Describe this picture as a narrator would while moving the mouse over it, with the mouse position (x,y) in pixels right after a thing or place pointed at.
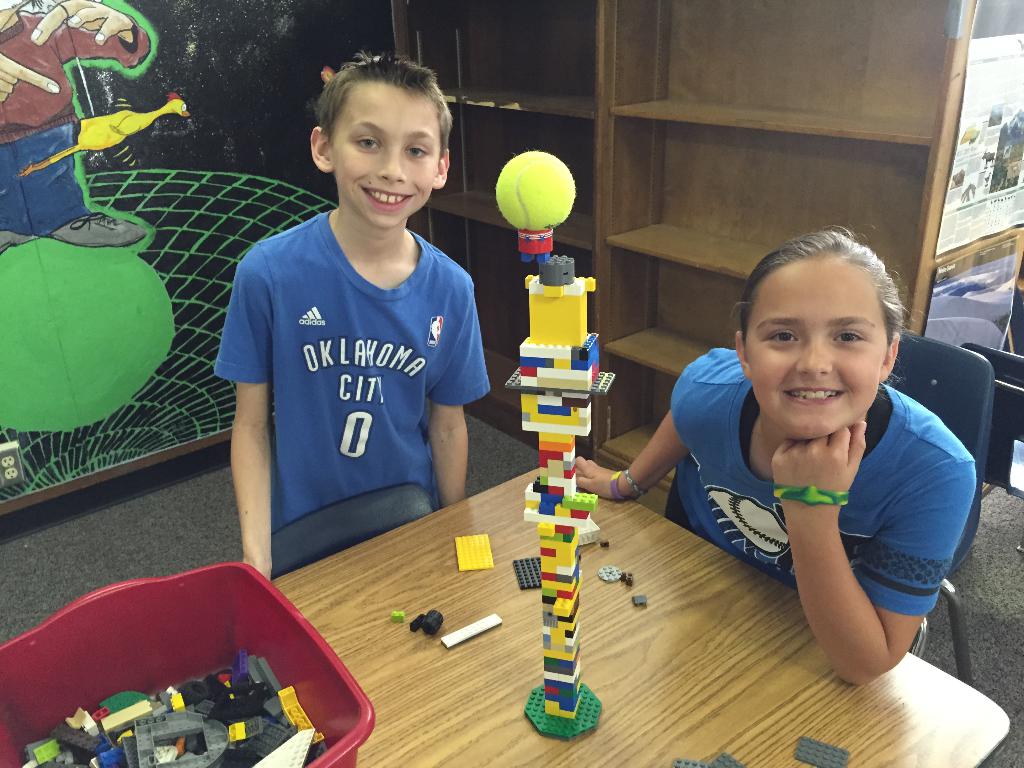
In this picture I can see a girl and a boy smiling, there are chairs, there are toys (277,723) in the basket (69,690) and on the table (654,614), there are papers (1013,70) and wooden shelves (768,39).
